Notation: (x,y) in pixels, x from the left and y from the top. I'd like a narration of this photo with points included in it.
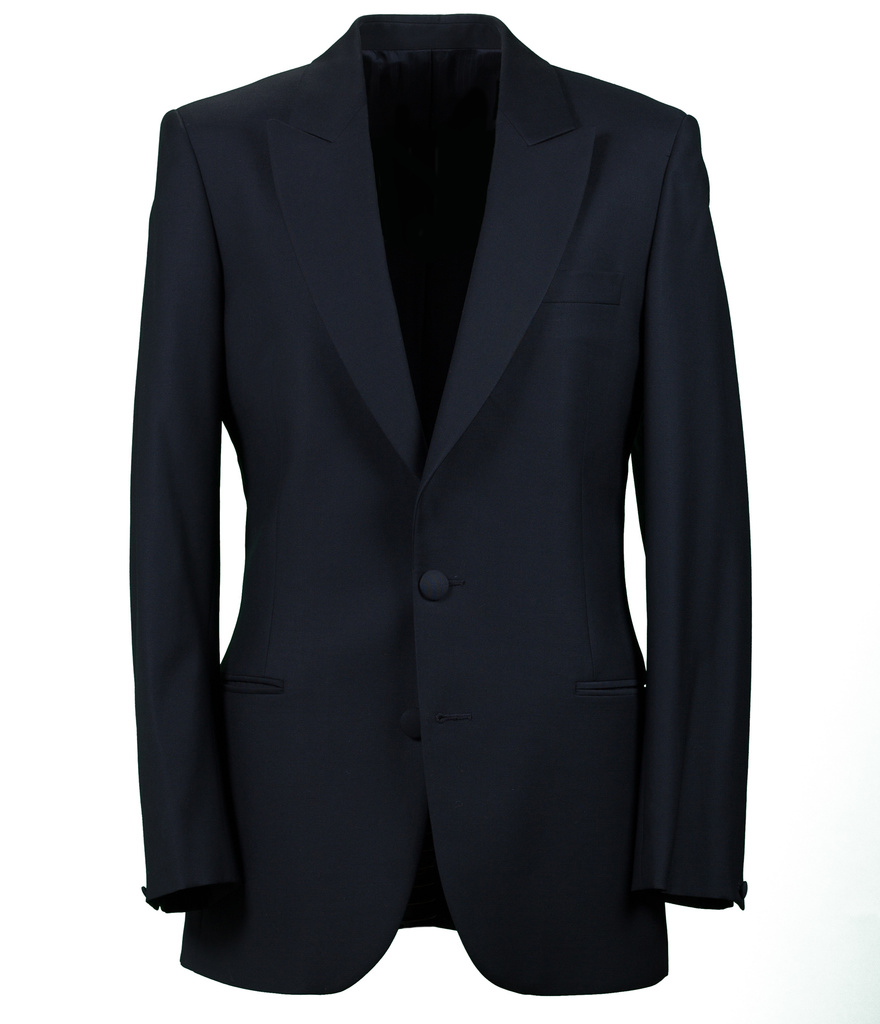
In the center of the image (349,601) we can see one slim button suit (290,677), which is in black color.
